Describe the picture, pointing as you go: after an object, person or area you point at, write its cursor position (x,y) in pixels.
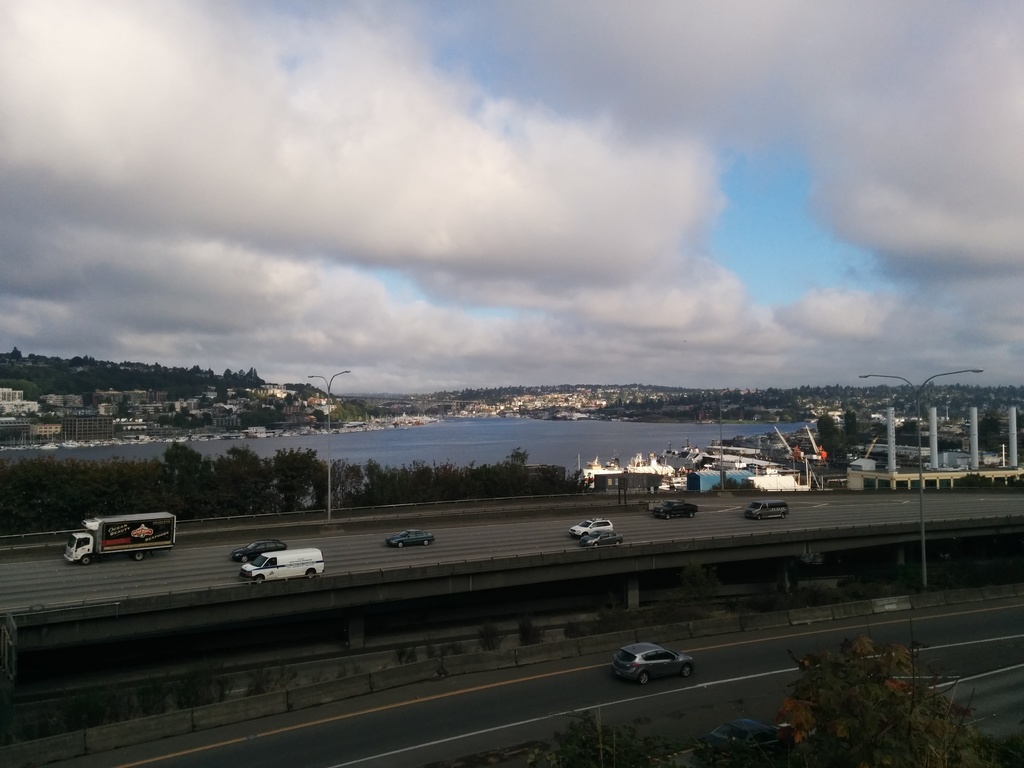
In this image in the center (443,503) there is a bridge (610,554), on the bridge (451,562) there are some vehicles (310,568) and at the bottom (543,704) there is a road (288,720). On the road (288,720) there is one car (662,676), and at the bottom (910,731) there are trees (875,697) and also we could see some poles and trees (89,471). In the background (463,445) there is a river (566,444), houses (954,422), buildings (459,413), poles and some pillars (936,427) and boats (653,470). And at the top of the image (491,155) there is sky (347,263).
